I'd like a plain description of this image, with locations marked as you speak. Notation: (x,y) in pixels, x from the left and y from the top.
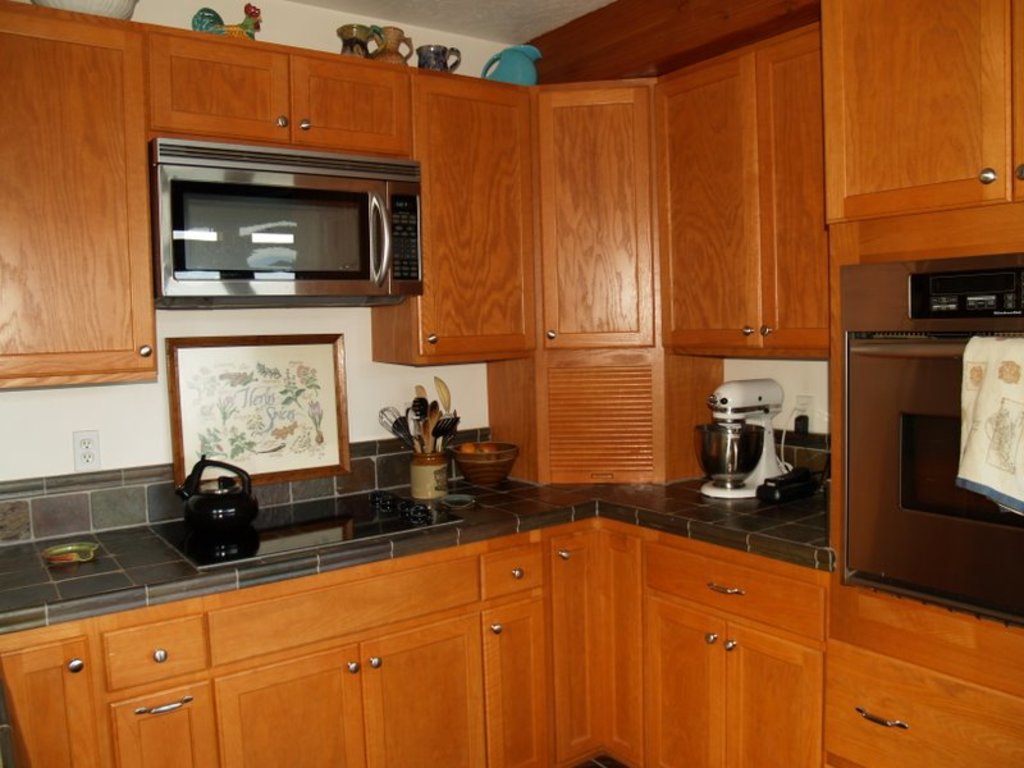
In this picture I can see a kitchen top (521,515) on which I can see a kettle (196,512), spoons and other objects (477,443) on it. I can also see wooden cupboards (461,230), a microwave oven (377,241) and some other objects (864,330) attached to the wall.
